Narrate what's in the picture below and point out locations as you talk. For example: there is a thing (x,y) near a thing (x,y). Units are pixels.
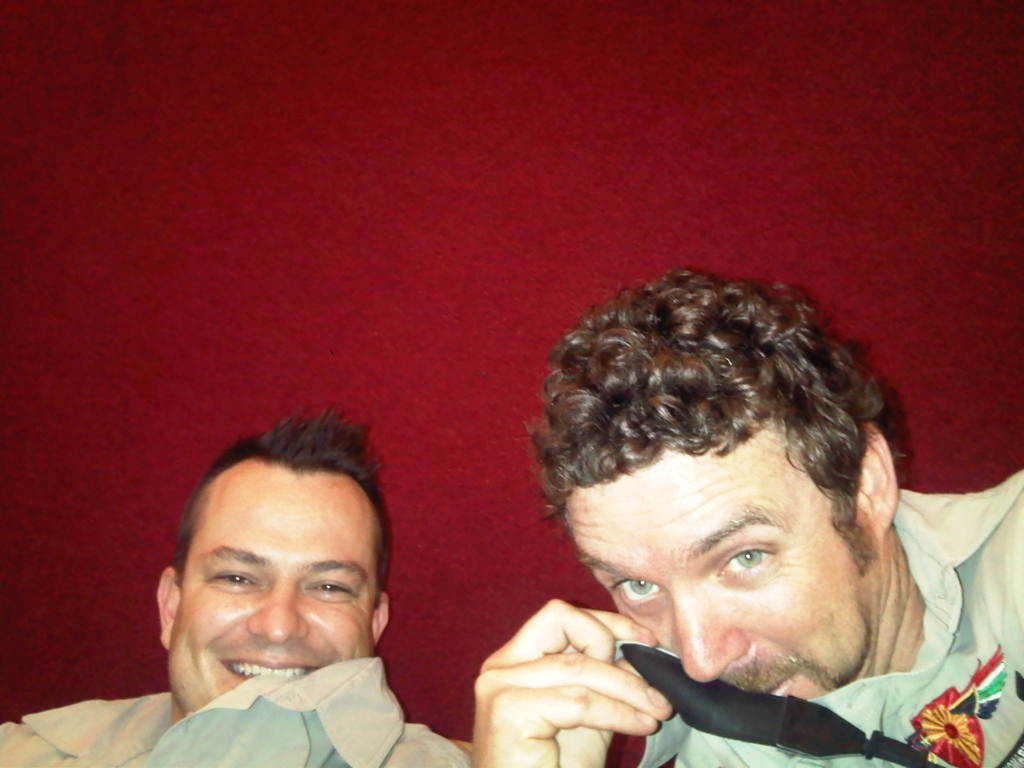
In the image there are two men (638,592) and behind them there is a red background (467,244).
